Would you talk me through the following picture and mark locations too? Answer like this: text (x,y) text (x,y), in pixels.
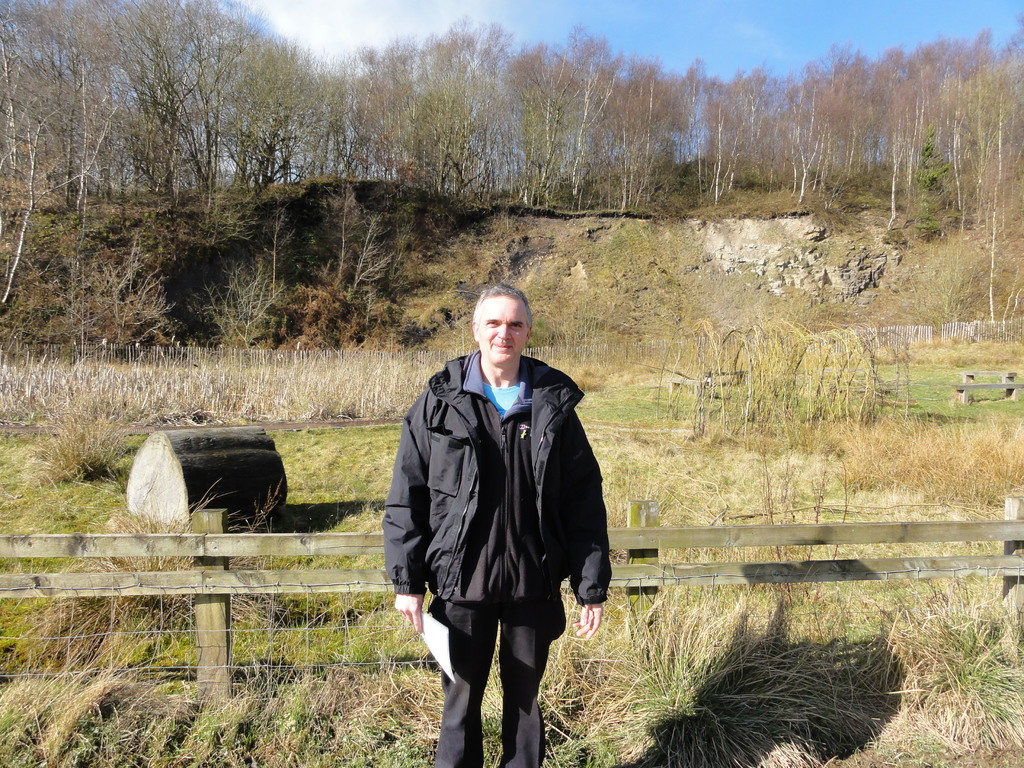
In the picture we can see a man (523,566) standing on the grass plants surface (401,720) and a man (419,631) is wearing a black color jacket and holding some paper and behind him we can see a railing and behind it, we can see grass surface (716,438) and far away from it, we can see a small hill (639,290) with some plants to it and on the hill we can see trees (911,133) and in the background (420,5) we can see a sky (420,5) with clouds (420,5).
